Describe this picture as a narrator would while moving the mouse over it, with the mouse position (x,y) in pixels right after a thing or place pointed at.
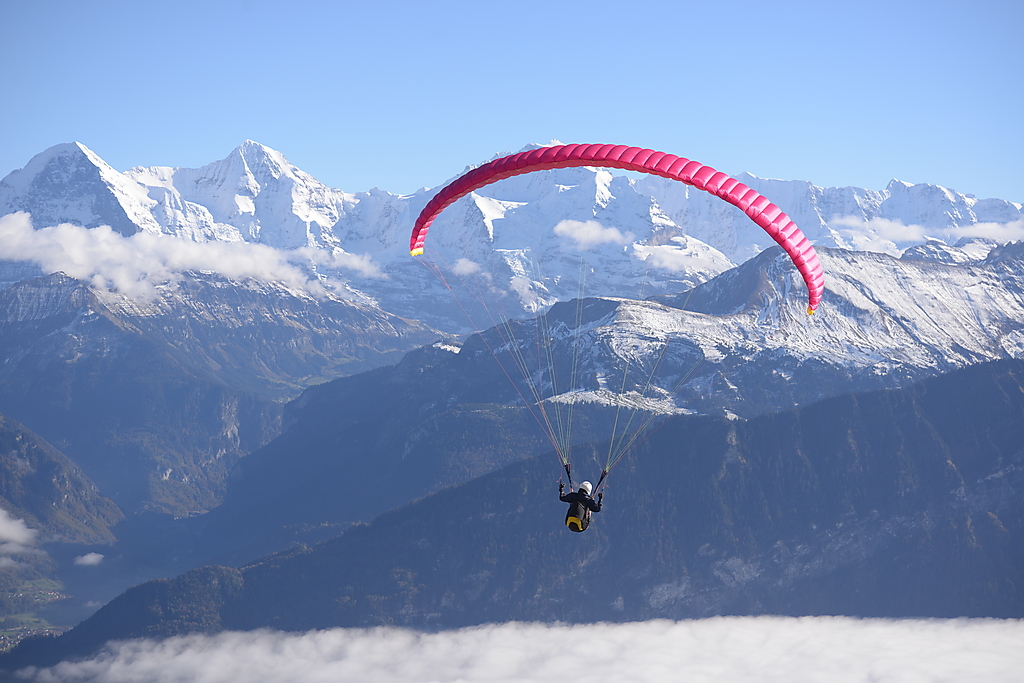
In this image I can see a parachute (776,213). I can see a man (593,506). In the background (486,280), I can see the hills (567,216) and the sky (424,104).
